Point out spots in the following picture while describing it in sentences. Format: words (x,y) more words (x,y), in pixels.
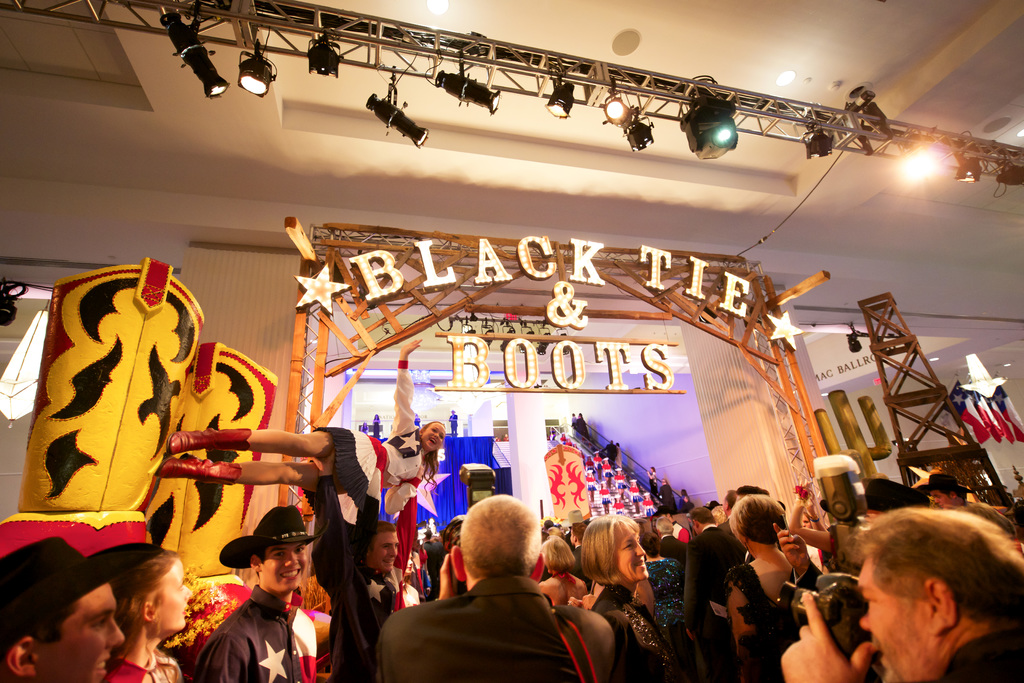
In this image we can see people (525,674), lights (527,245), ceiling (678,47), pillars (762,471), wall (833,355), flags (981,417), board (401,273), and other objects (302,389).
